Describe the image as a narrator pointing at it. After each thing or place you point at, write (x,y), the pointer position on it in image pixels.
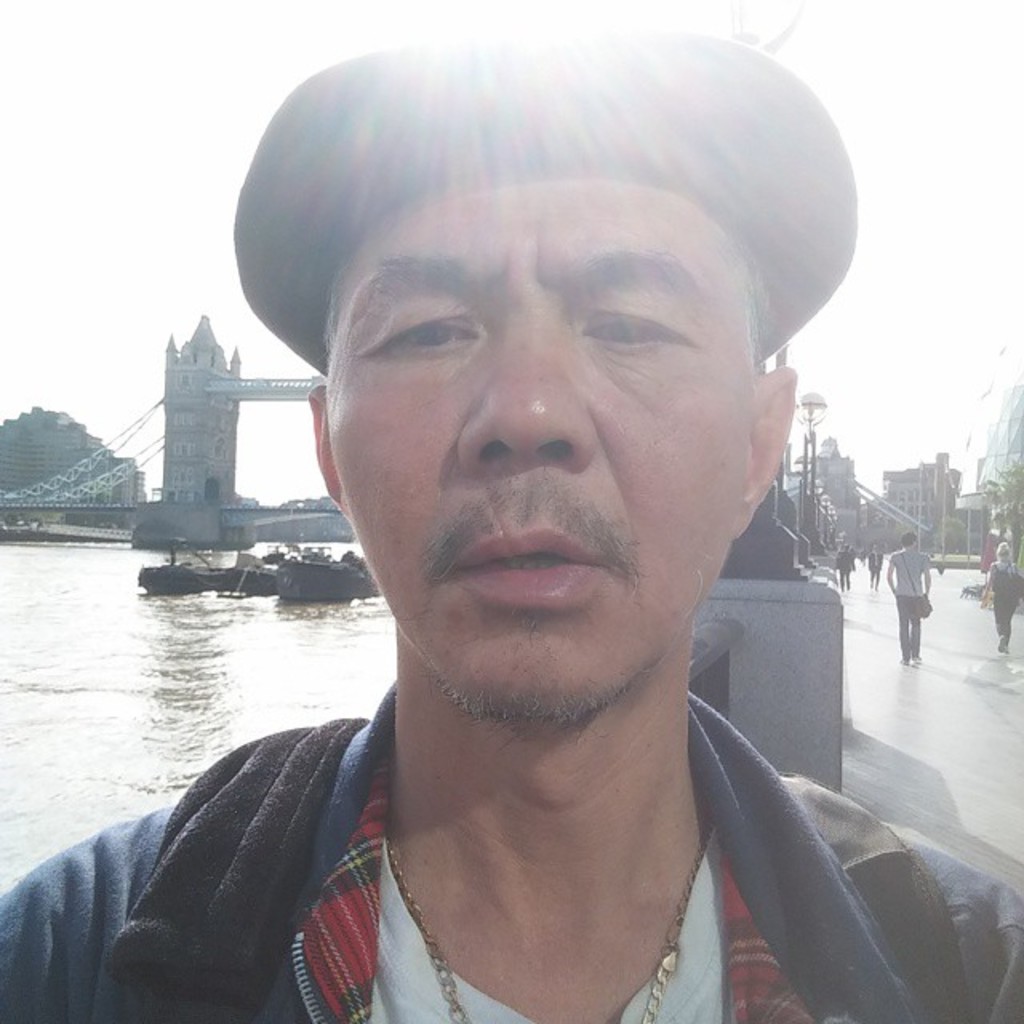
In this picture I can see a man (622,706) standing, he is wearing a cap (268,154) on his head (402,548) and in the back (894,537) I can see buildings (927,479), bridge (208,453) and few boats (313,593) on the water (129,643) and few people (911,649) walking on the road (863,613) and a cloudy sky (1019,105).
